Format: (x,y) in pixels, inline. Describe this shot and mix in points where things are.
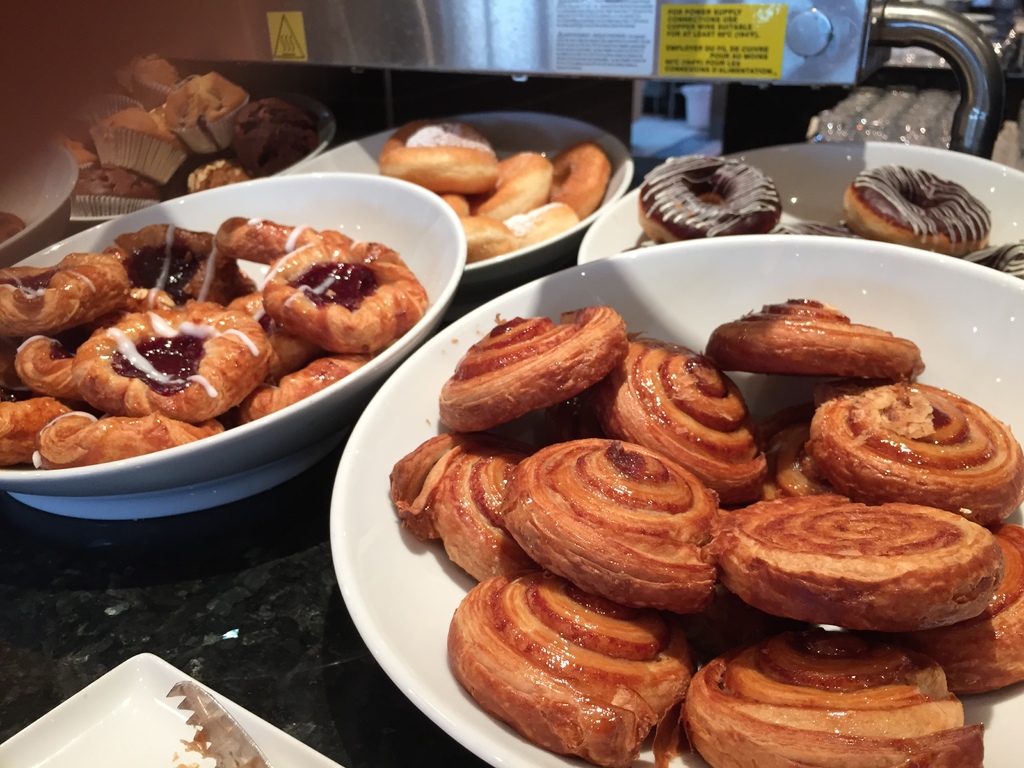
This image consists of bowls (445,208), in that there are so many edibles (323,343) such as cupcakes (274,130), doughnuts (708,210).
